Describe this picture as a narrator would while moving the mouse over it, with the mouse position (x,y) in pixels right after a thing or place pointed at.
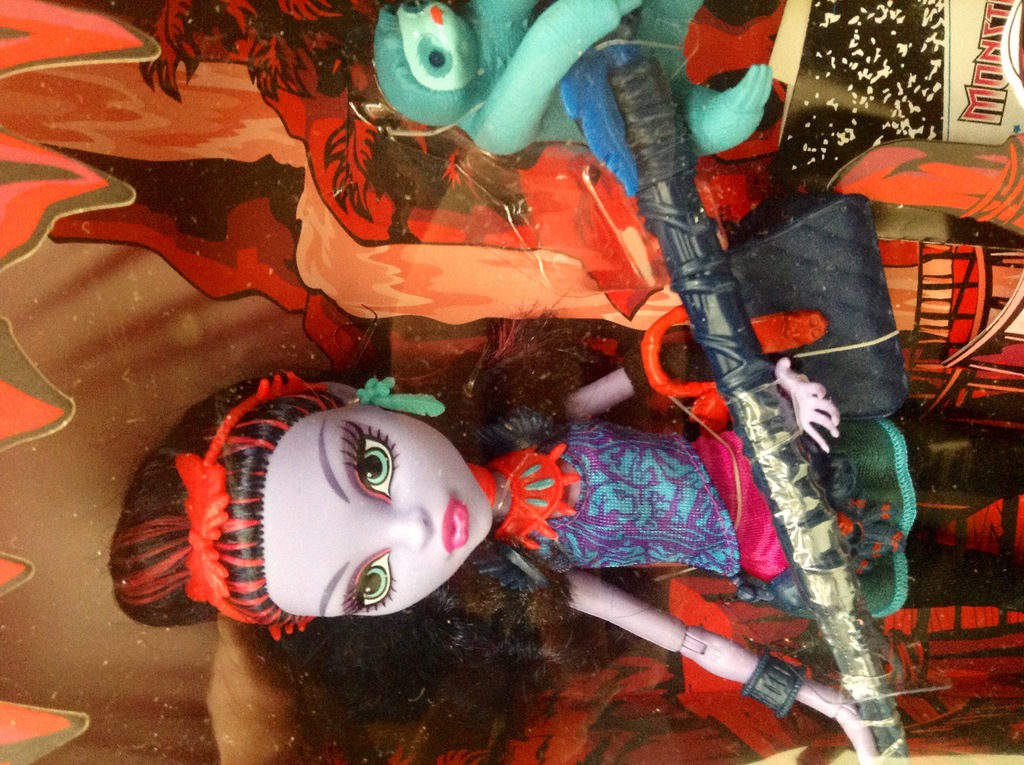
In this image there is a doll (570,552).
